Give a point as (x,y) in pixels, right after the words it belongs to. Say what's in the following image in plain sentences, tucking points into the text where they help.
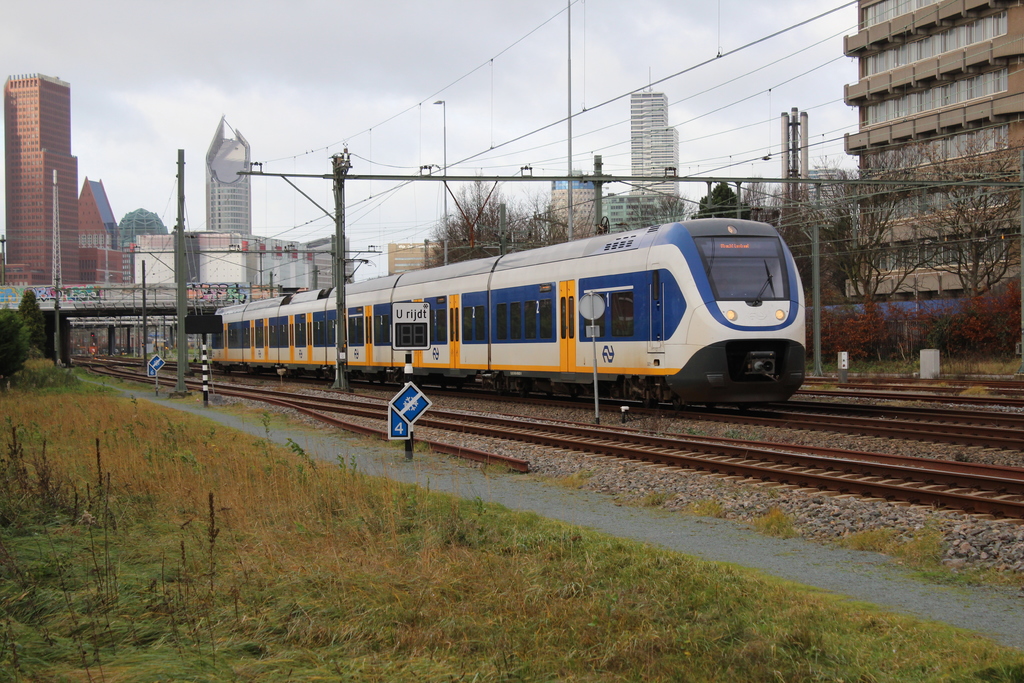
In the image we can see a train (550,342) on the train track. Here we can see grass (196,582), path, electric pole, electric wires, buildings (158,247), trees (849,265) and the cloudy sky (260,78). Here we can see the boards (406,417) and plants (973,340).
